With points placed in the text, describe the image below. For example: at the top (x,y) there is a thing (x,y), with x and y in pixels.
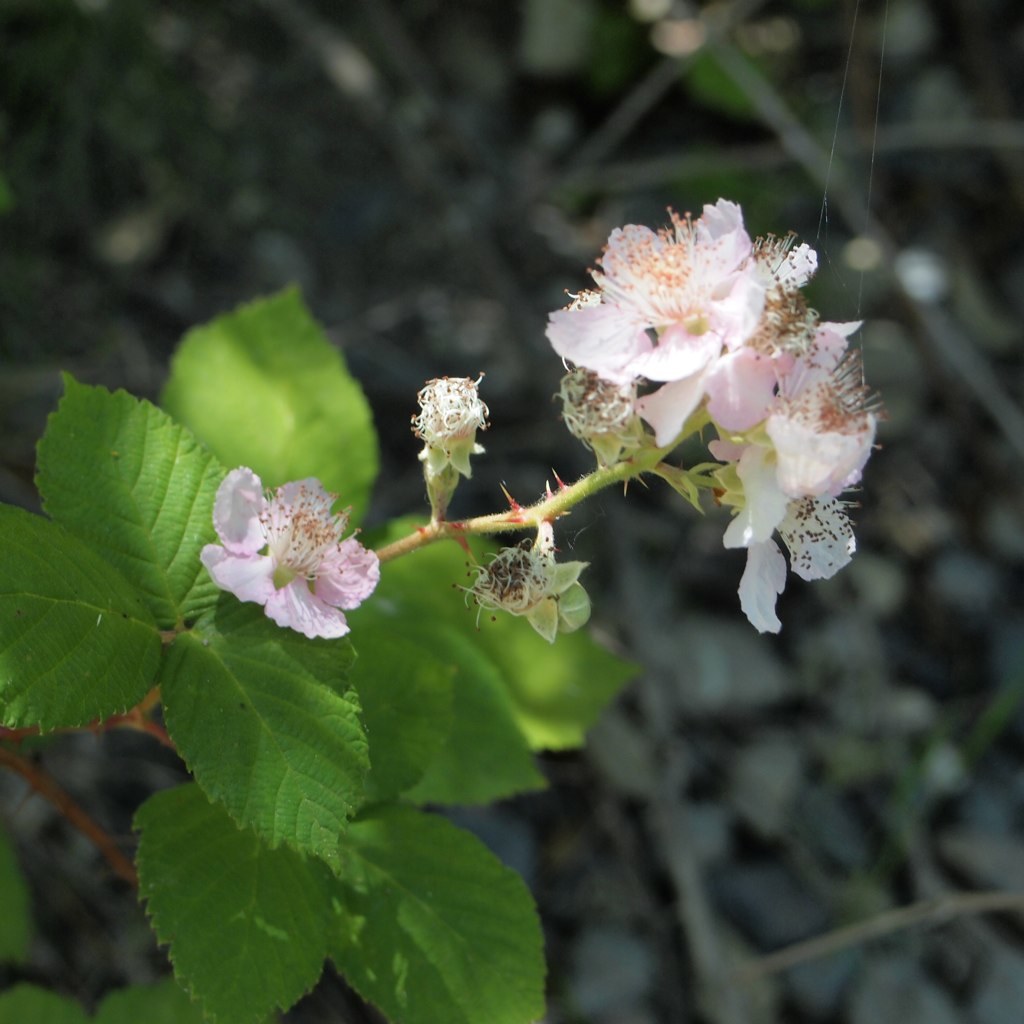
In this picture, we see a plant (355,450) which has the flowers (298,537) and the buds (629,406). These flowers (258,577) are in pink and white color. In the background (248,208), we see the plants (273,430). This picture is blurred in the background (342,240).
